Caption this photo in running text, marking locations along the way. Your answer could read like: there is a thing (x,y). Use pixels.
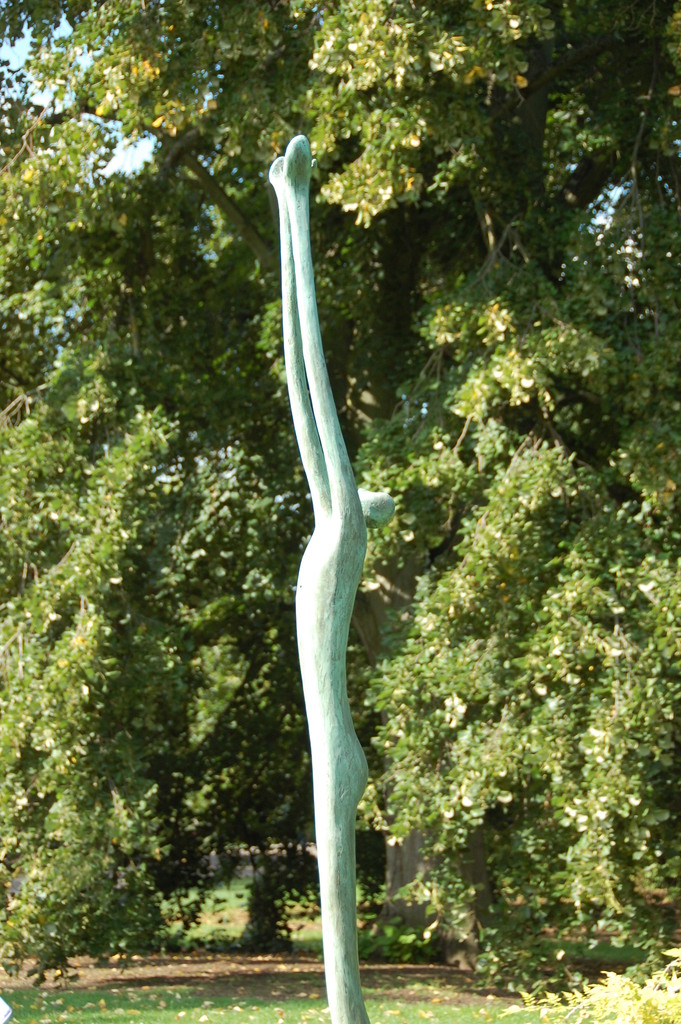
In this image I can see trees (202,380), grass (189,987), shadows (247,959) and here I can see blue colour thing (361,540).
